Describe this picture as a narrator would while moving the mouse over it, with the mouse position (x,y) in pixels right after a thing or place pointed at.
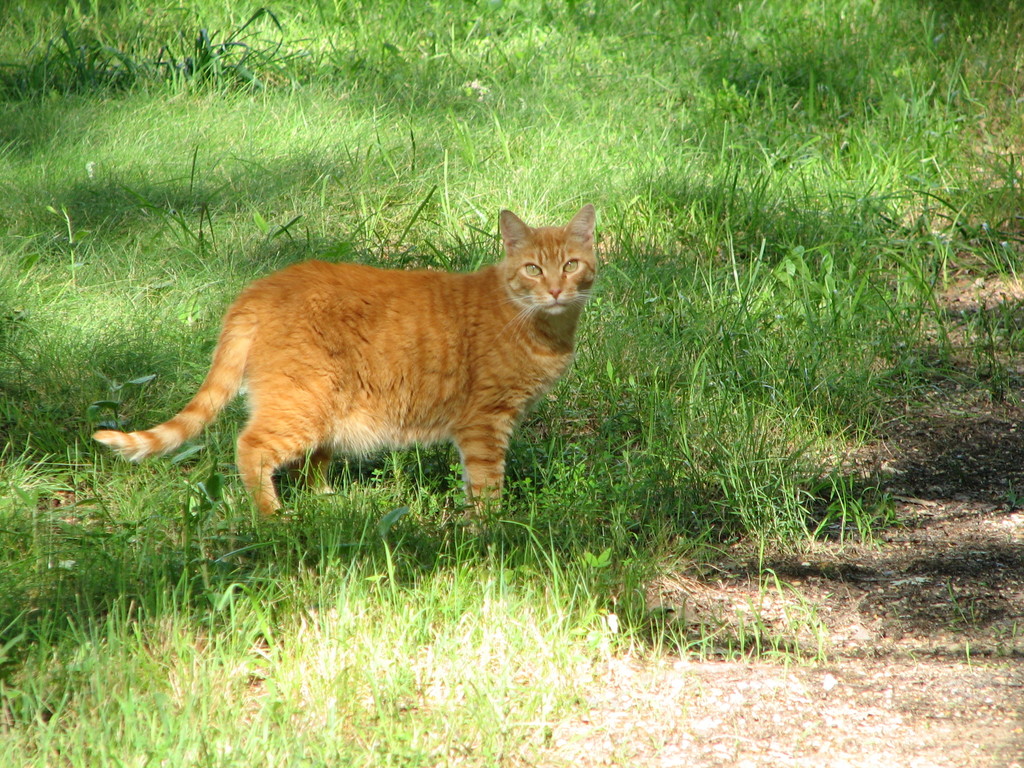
In this picture there is a cat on the left side of the image (323,296) and there is grassland (351,69) on the left side of the image (315,546).
